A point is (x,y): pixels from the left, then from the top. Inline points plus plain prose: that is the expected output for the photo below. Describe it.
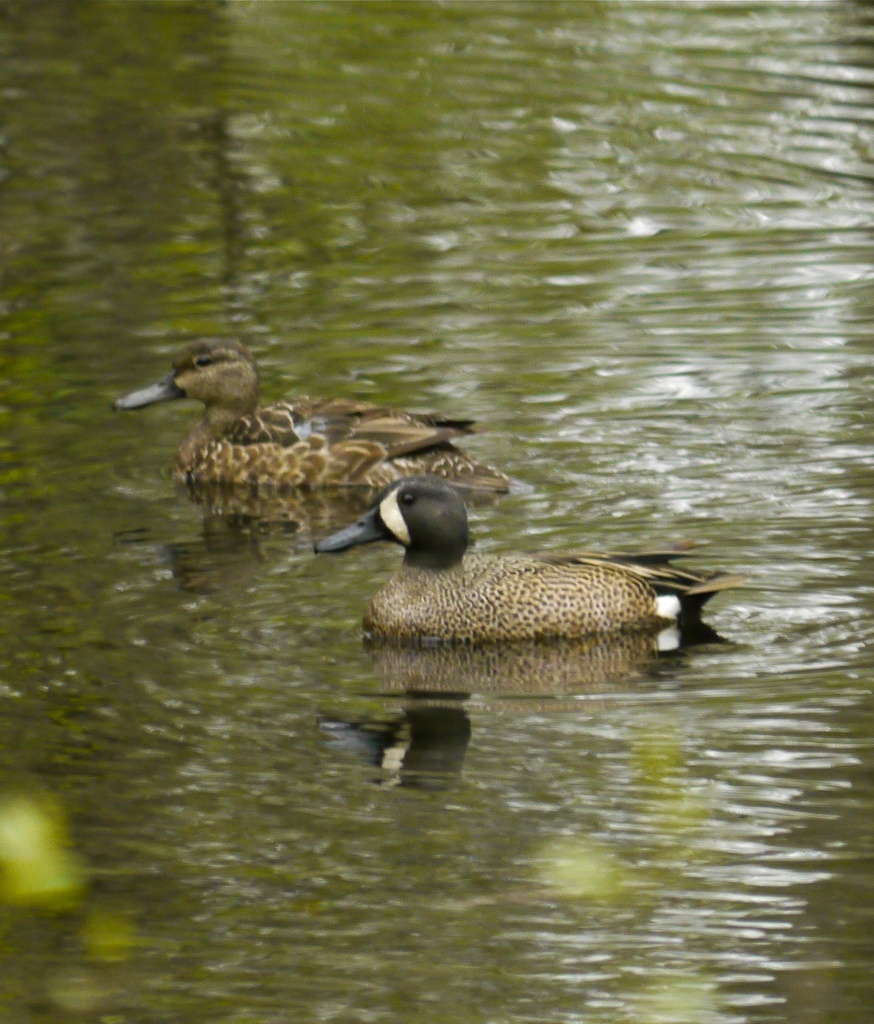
The picture consists of a water body (325,498), in the water (487,522) we can see ducks (408,520). In the foreground (45,890) there is some greenery (92,916).
